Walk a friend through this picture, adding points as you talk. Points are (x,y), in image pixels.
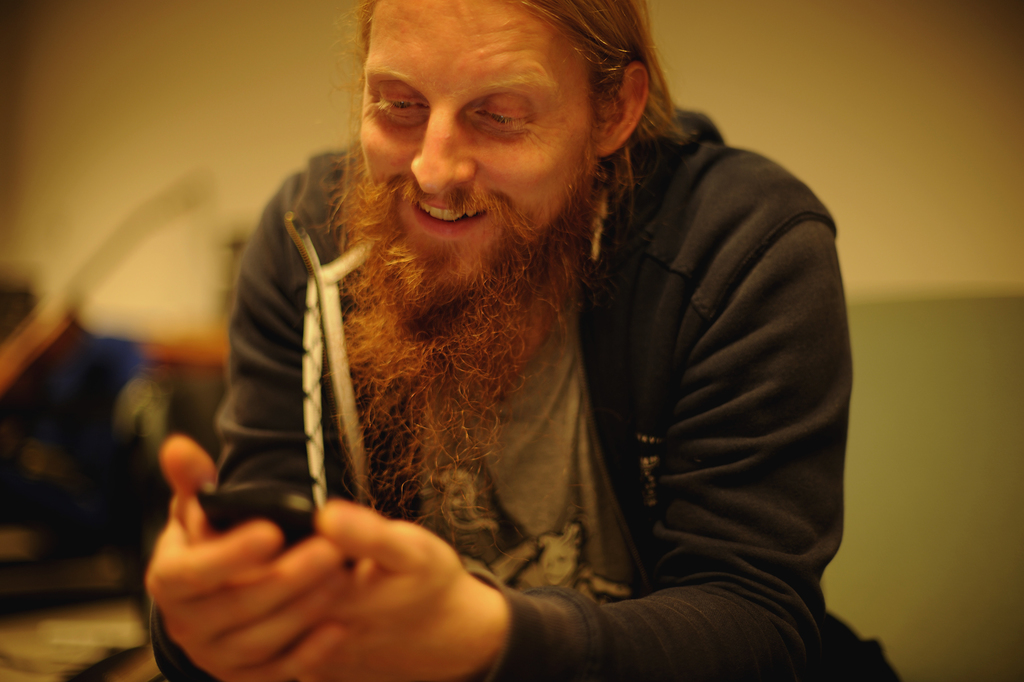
Here a man (411,260) is sitting by holding a mobile (278,519) in his hands (241,531). In the background (166,163) the image is blur but on the left (94,426) we can see some objects (123,454) and a wall (190,324).
